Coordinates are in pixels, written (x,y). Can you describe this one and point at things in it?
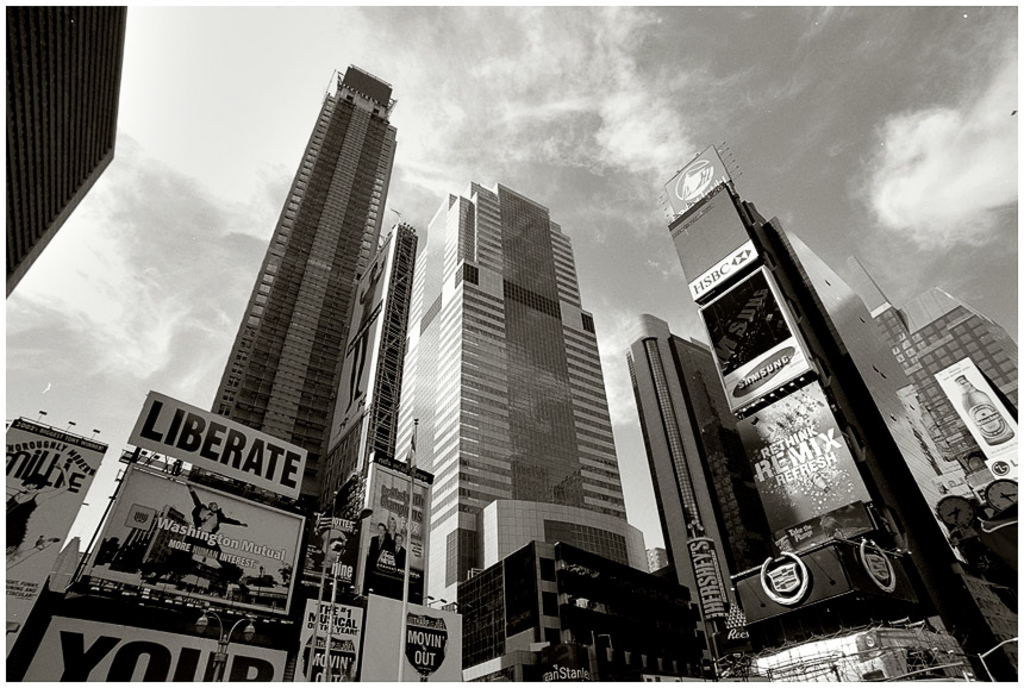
This image consists of buildings (632,535) and skyscrapers (560,532) along with the boards (127,504). At the top (762,68), there are clouds (1003,195) in the sky (511,16).
